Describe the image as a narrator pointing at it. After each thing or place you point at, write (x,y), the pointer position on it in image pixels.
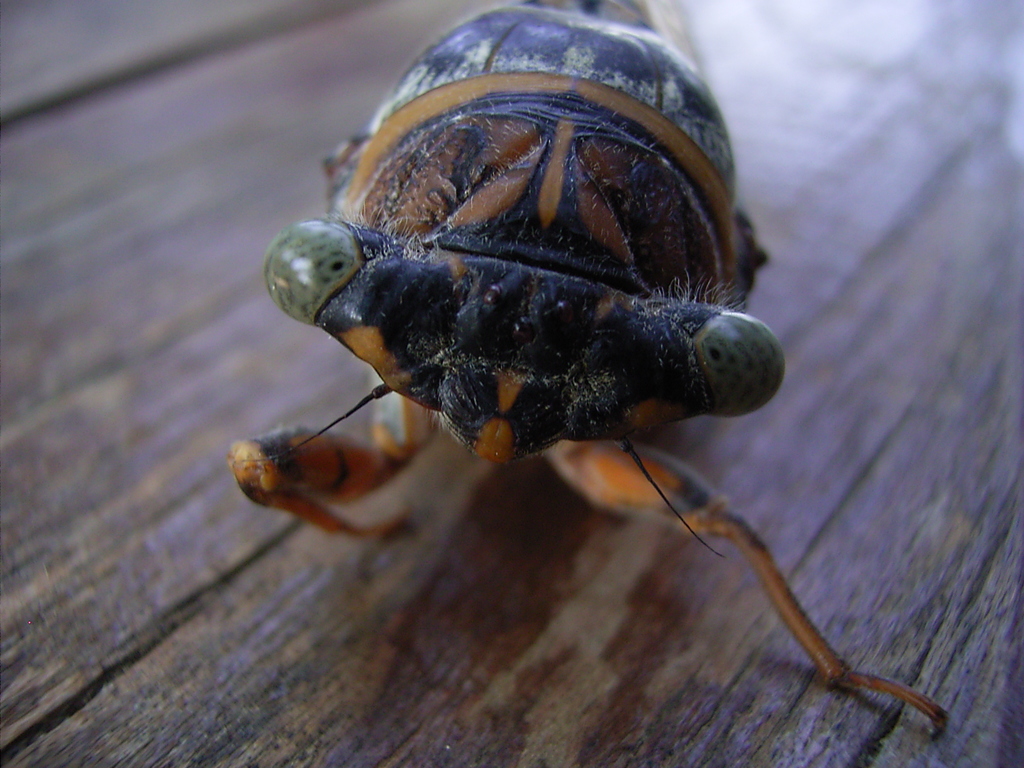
In the image there is an insect (396,95) on the wooden surface (745,430).
